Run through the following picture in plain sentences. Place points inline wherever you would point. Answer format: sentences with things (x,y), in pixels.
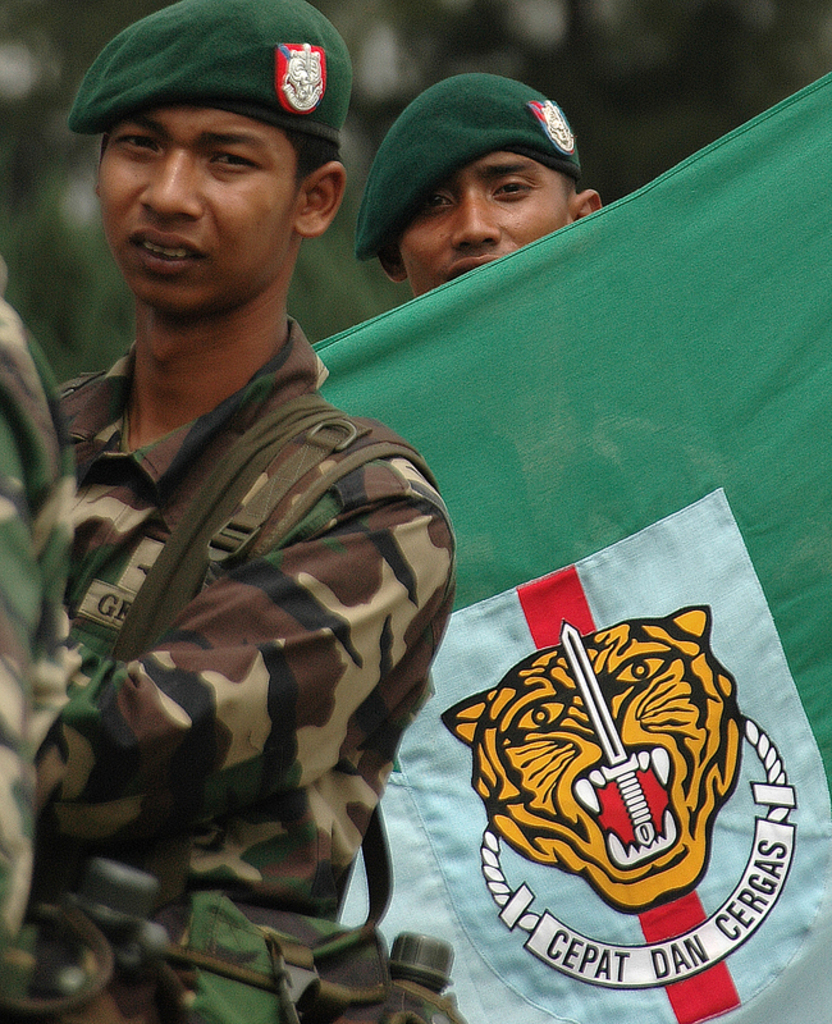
In this image I can see three persons (285,347) and I can see two of them are wearing uniforms (299,573) and two of them are wearing green colour caps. On the right side of this image (702,261) I can see a green and white colour cloth (628,408) and on it I can see a logo (600,641). I can also see something is written on the cloth (591,936) and I can see this image is blurry in the background (329,332).
